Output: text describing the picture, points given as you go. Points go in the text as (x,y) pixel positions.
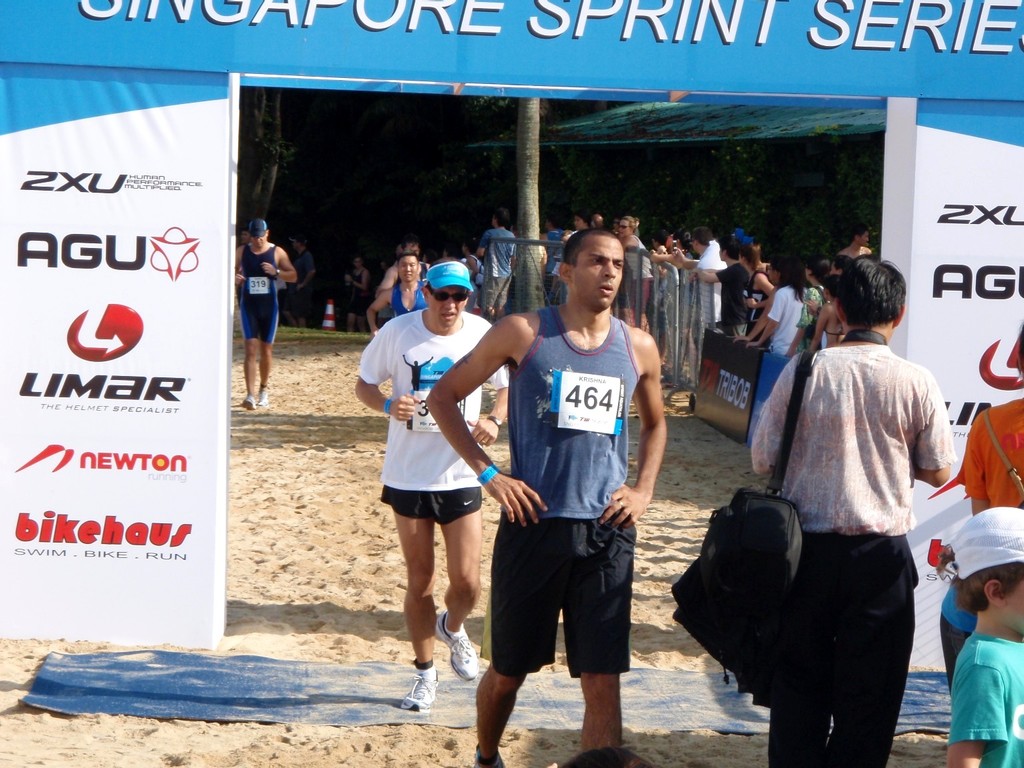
In the center of the image (478,289) there are people (426,291). There is a banner (562,32). At the bottom of the image (350,757) there is sand (199,737). There is a safety cone (328,308).
